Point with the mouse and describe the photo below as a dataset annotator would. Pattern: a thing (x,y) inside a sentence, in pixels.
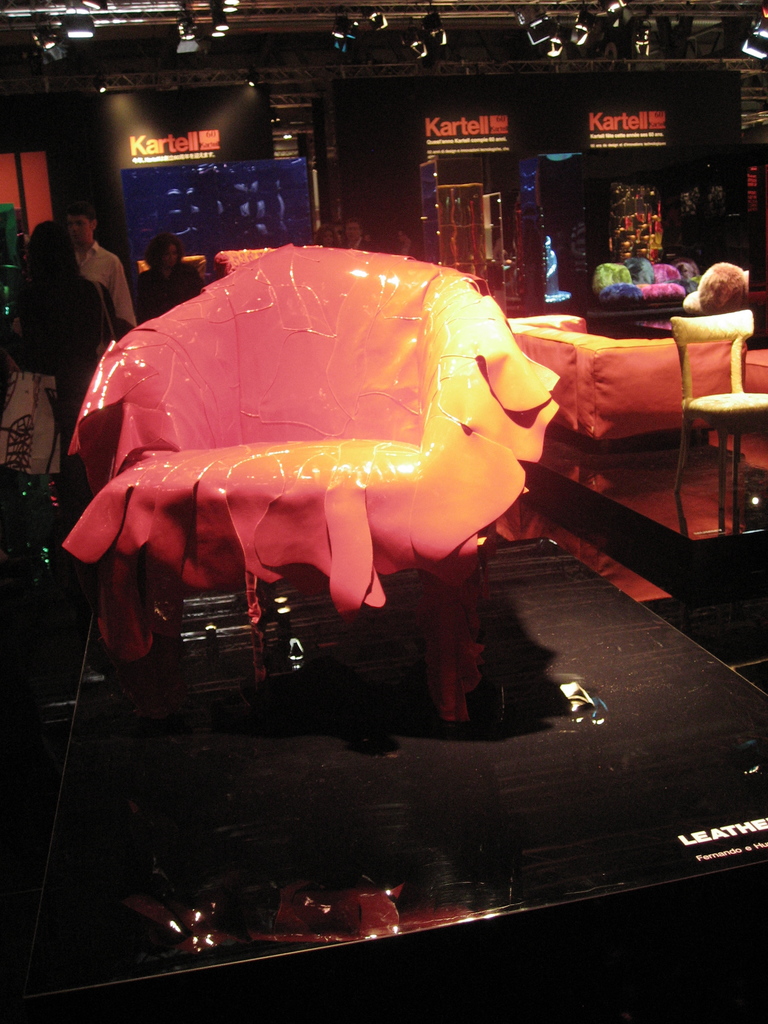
In the image there is a chair (503,432) in the middle (342,503) and to the left side (86,241) there are few people (46,312) standing and to the right side (718,266) corner there are sofas (618,365) and pillows (641,276) on it. At the top (371,30) there is a ceiling (75,51) to which there are lights (196,44).
